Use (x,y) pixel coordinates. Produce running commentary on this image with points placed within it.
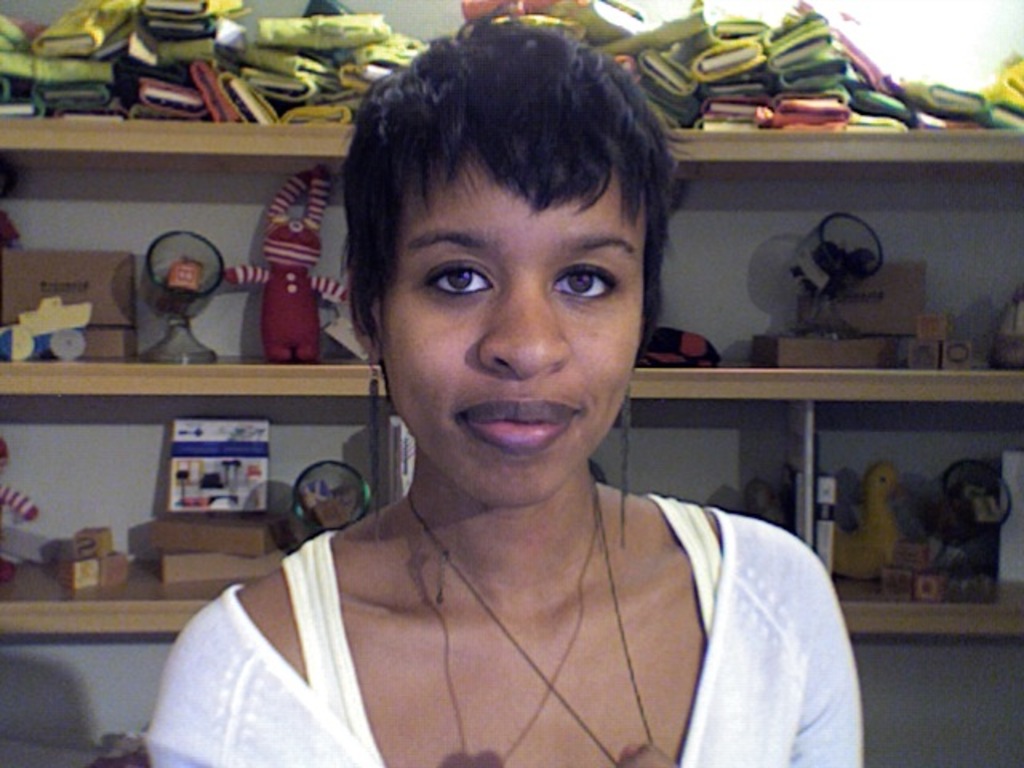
In the center of the image (617,355), we can see a lady (564,415) and in the background (274,71), there are toys (846,267), blocks (96,538) and some other objects (183,64) in the shelves (955,625) and there is a wall (933,696).
